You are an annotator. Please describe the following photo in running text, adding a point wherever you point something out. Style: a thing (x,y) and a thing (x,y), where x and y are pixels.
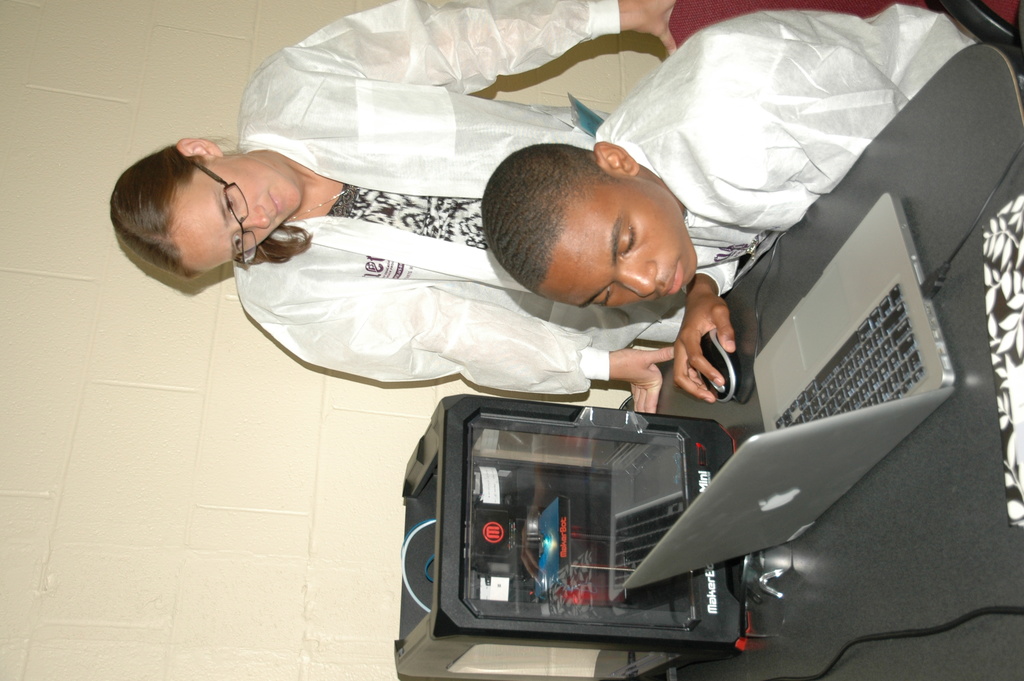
There is a child (848,50) in white color dress (855,49), sitting and holding a mouse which is on the table (752,288) on which, there is a laptop (919,373), a box (643,450) and a cable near a woman (309,354) who is in white color jacket (372,342) and is placing one hand (647,363) on the table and placing one hand (624,1) on the chair (693,6). In the background (615,35), there is white wall (14,396).
